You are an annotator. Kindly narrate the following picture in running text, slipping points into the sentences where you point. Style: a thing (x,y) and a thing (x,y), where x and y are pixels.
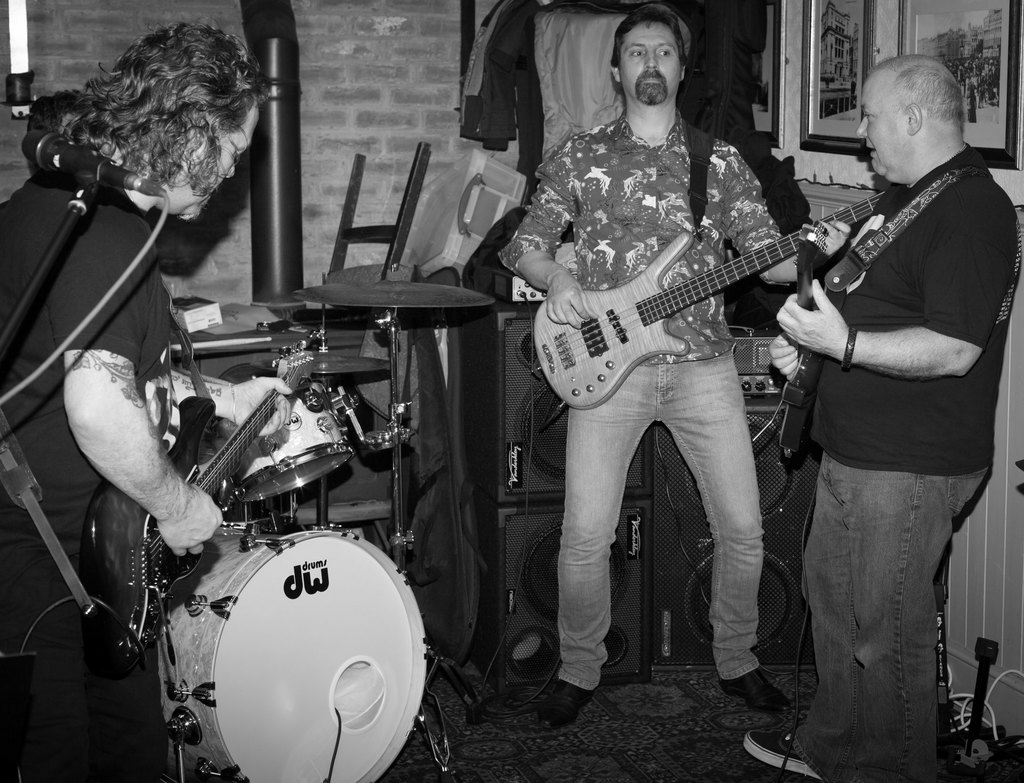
In the image we can see three persons (523,266) were standing. In center (613,468) he is holding guitar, the other man (928,295) he is also holding guitar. On the left (94,532) we can see he is holding guitar (130,612). And back we can see some musical instruments (285,639), speaker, wall (439,91), clothes (438,427) and photo frames (774,49) and extra objects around them.
